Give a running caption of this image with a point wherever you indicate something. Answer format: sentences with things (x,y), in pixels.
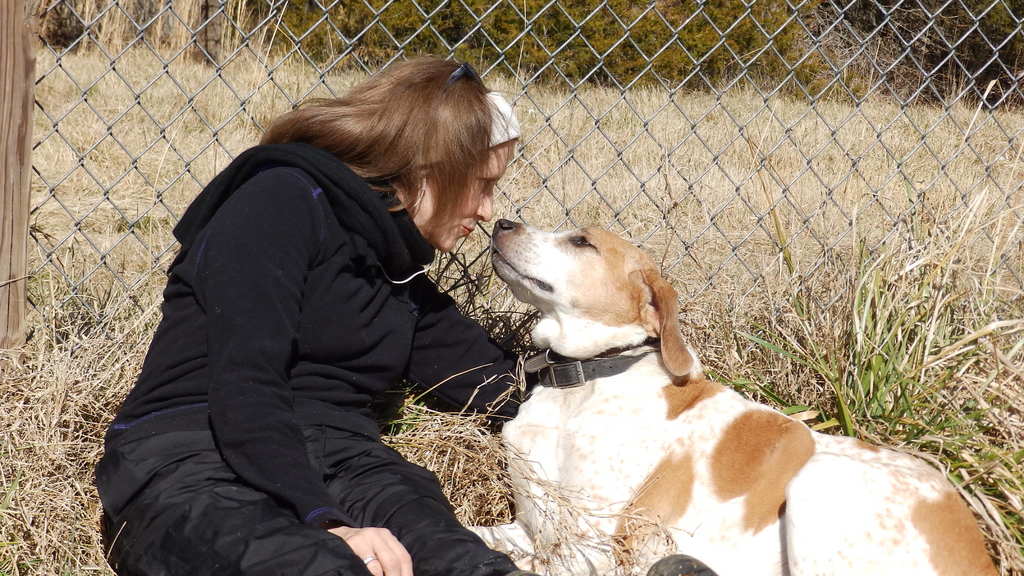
In this image there is a person (275,416) wearing black color sweater (277,393) and a dog (641,412) sitting on the floor (496,459) and at the background of the image (568,147) there is a fencing (110,135).
